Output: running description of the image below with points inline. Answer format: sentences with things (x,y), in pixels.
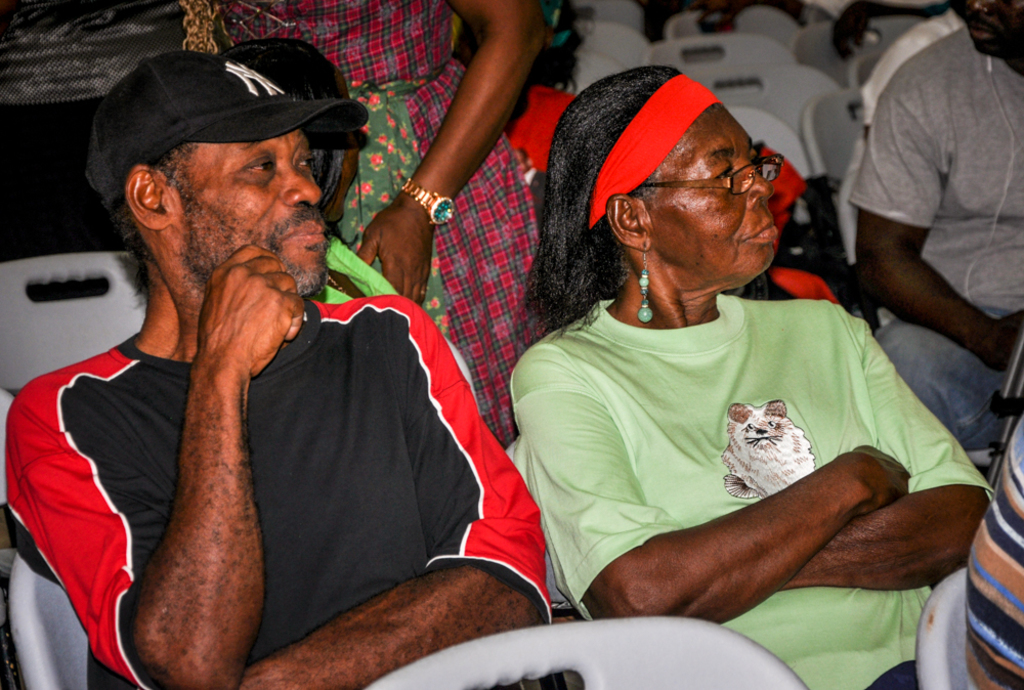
In this picture I can see a man (270,364) and a woman (737,388) in front (539,420), who are sitting on chairs (71,607) and I see that the man (187,190) is wearing a cap (186,125). In the background (318,13) I see few more people (467,268) and I see number of chairs (822,38).
